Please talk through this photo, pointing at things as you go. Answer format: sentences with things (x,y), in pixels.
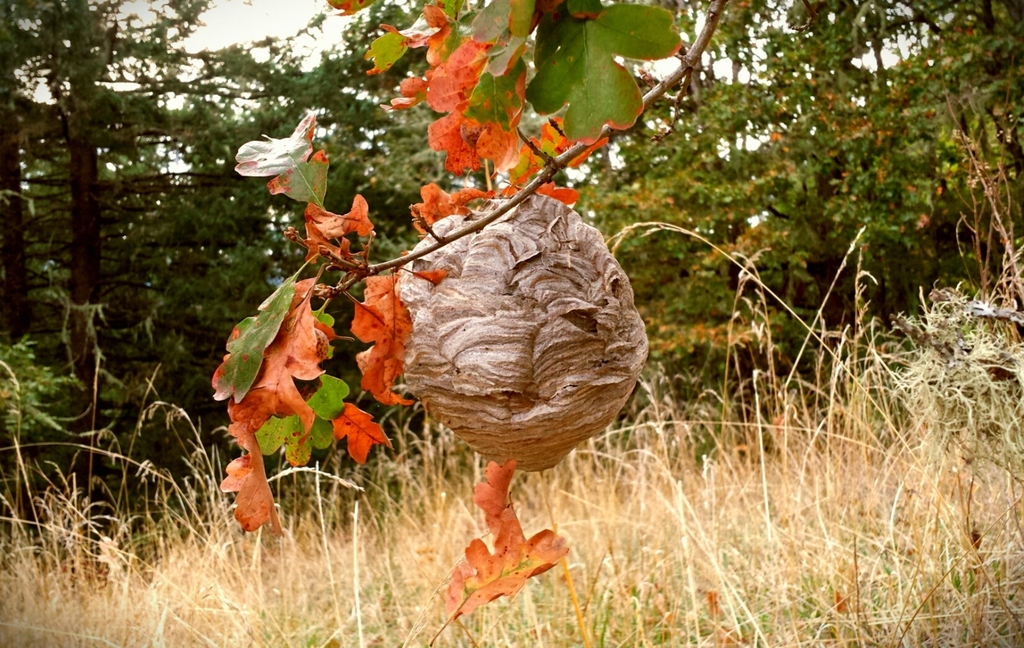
In this picture there are trees (654,268) and there is a nest (536,286) in the foreground (488,370). At the top (278,20) there is sky (340,21). At the bottom (723,532) there is grass (712,498).
